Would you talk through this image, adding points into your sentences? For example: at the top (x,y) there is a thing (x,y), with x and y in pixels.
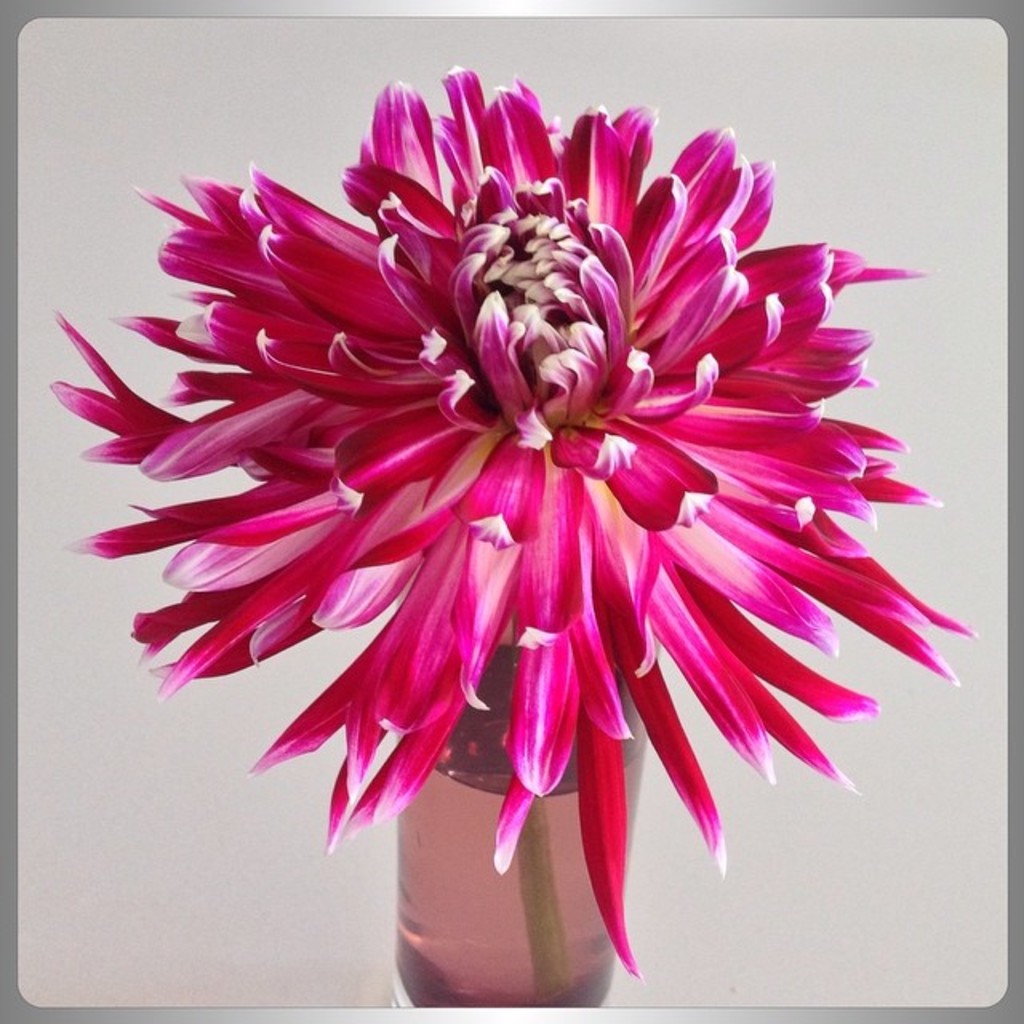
In this image there is a glass (562,912), in that glass (563,868) there is a flower (575,558).
